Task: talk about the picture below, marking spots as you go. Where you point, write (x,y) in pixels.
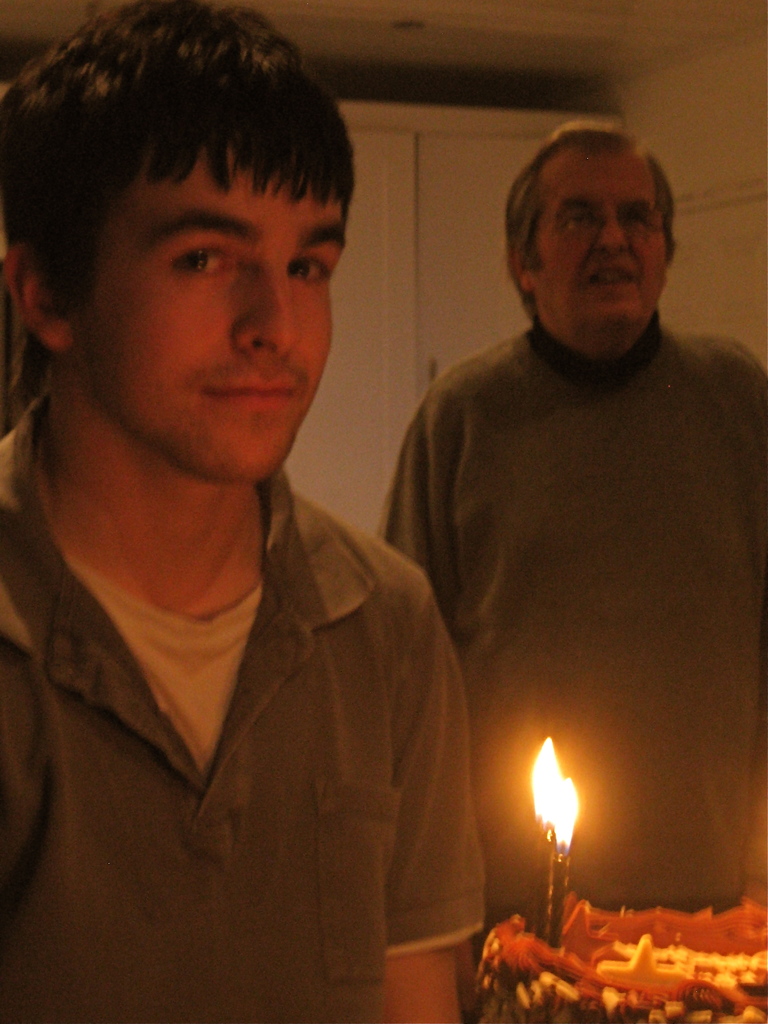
On the left side of the image (185,200) we can see the boy (228,814) wearing a green color dress (221,941). On the right side of the image (557,594) we can see a person (650,592) wearing green color dress (646,830) and a candle (554,822) and a cake (655,999) is there.
